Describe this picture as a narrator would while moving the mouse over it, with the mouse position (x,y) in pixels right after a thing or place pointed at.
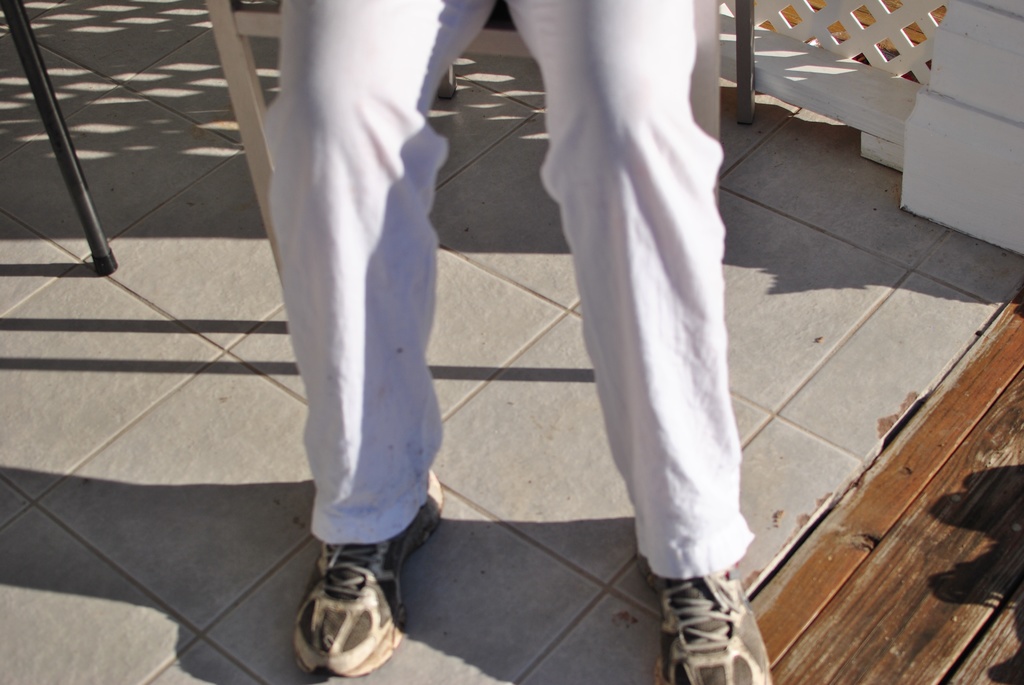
in this image we can see a person's legs (379,130) on the floor (815,368), it looks like the person (318,158) is sitting on a chair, in the background (846,17) there is a fence (829,9) and on the left side of the image (25,21) there is a black color rod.
